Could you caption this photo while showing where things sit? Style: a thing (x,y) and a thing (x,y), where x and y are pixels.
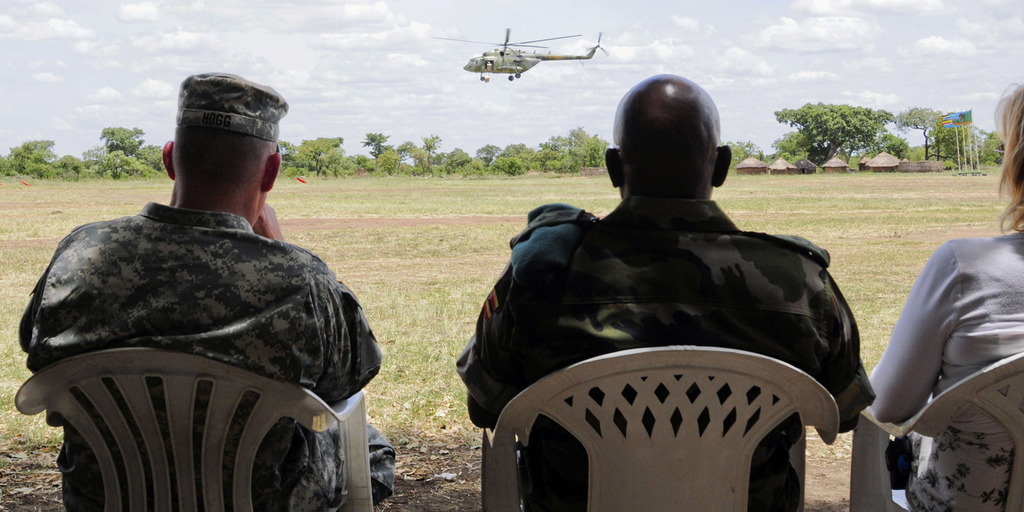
In this image, we can see people (696,282) sitting on the chairs (663,411) and in the background (974,150), there are trees (919,154) and huts (890,154) and flags (946,117). At the top (478,71), there is a helicopter (516,63) and there are clouds (643,38) in the sky (579,45).
